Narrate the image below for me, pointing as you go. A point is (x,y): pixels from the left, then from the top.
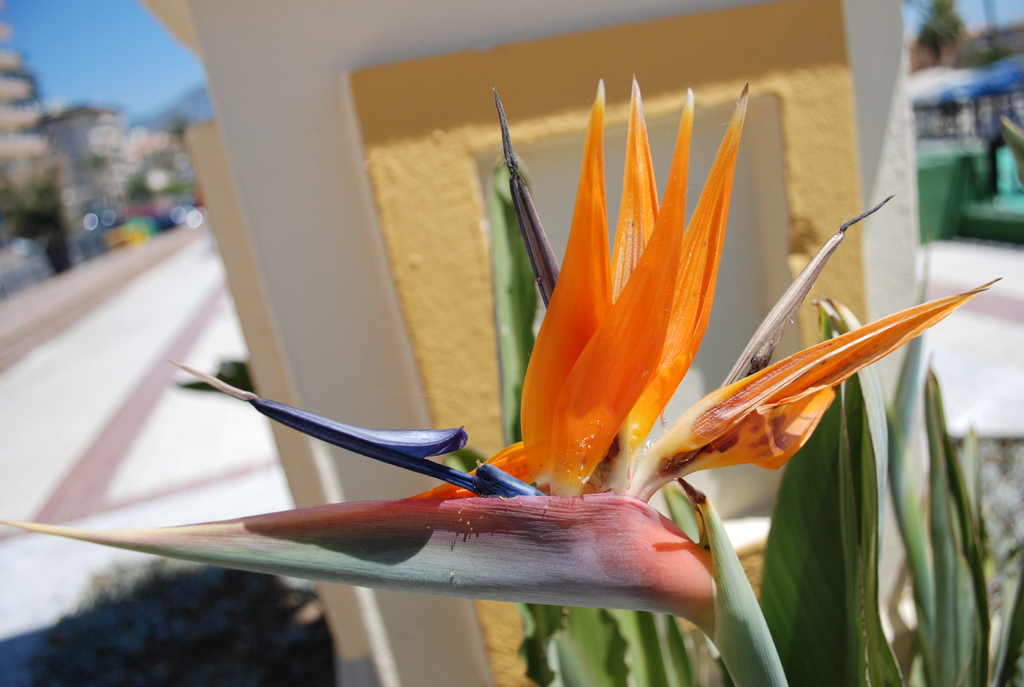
In this image we can see there is a plant (571,408) with a flower (417,444) and there is a pillar (475,169). At the back (133,165) it looks like a blur.
